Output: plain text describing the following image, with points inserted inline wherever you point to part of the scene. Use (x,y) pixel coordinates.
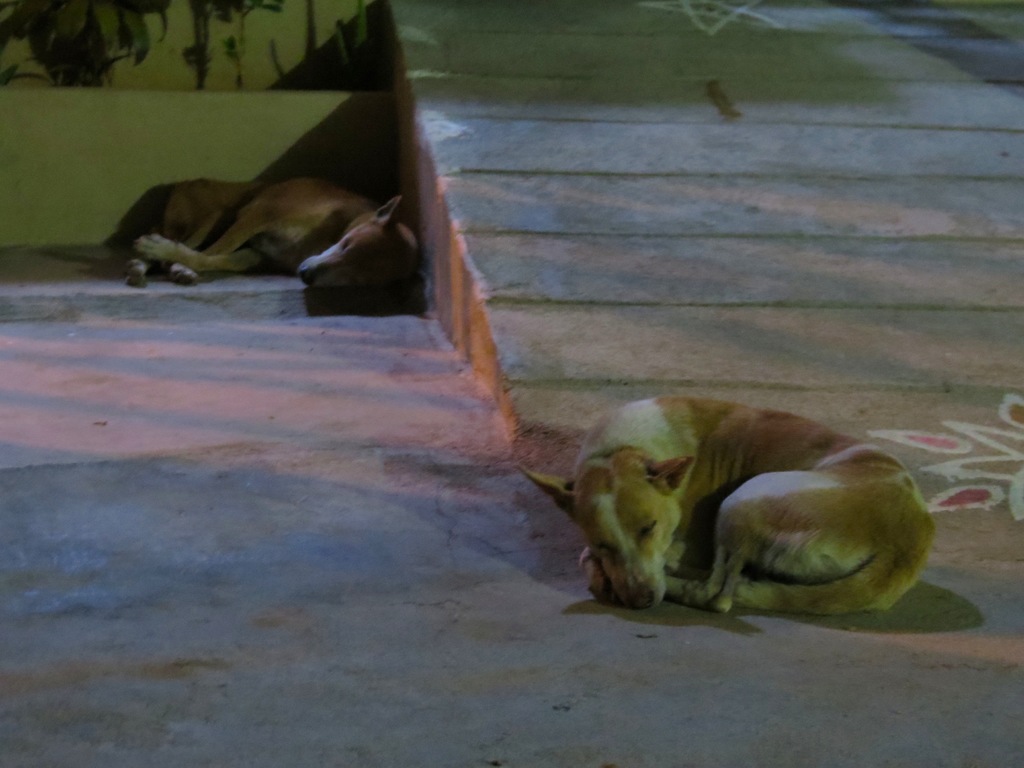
This picture is clicked outside and we can see the two dogs (193,254) sleeping on the ground (523,466). In the background (118,28) we can see the leaves (130,58) and some other objects (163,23).
